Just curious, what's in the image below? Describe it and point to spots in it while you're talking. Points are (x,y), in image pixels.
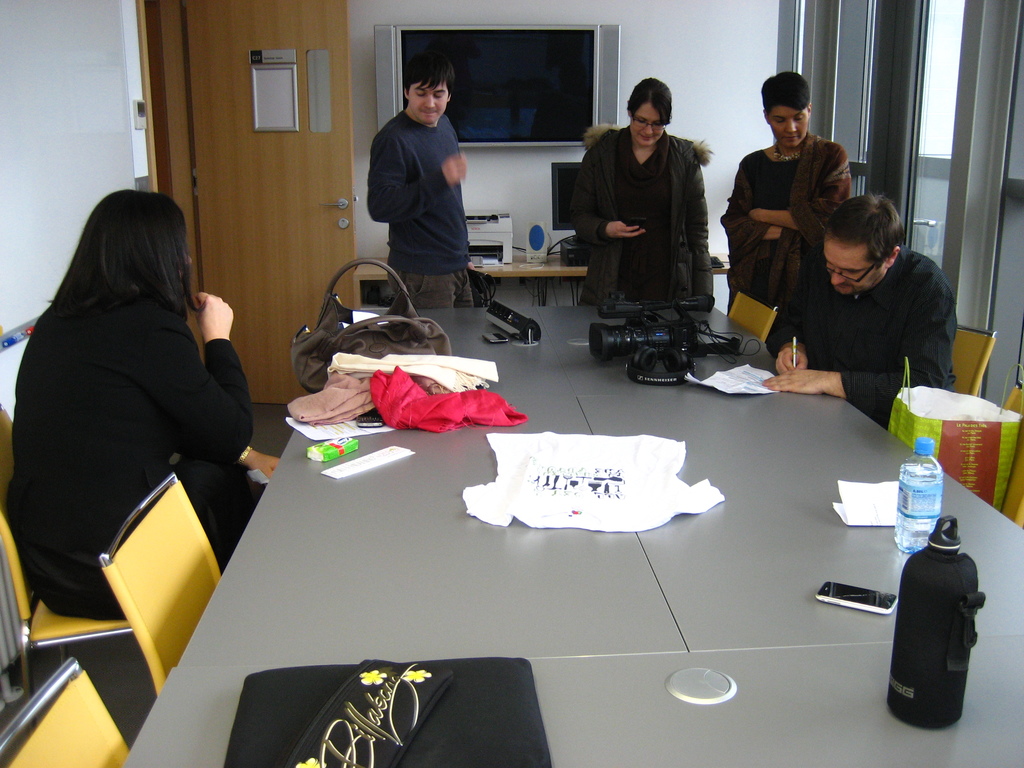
This is a table (806,462). There are a lot of things (466,388) on the table (822,438) like camera (702,299), a water bottle (915,499), a mobile phone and a bag (376,346). There is a woman (15,441) sitting at the left corner (149,308). There is a man (383,151) standing at the center (457,271) and there are three people (632,291). Two people (779,78) are standing and one man (906,350) is sitting. The man (827,308) on the right corner (902,282) is writing something. There is television (441,29) at the center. It is a door (232,89).
